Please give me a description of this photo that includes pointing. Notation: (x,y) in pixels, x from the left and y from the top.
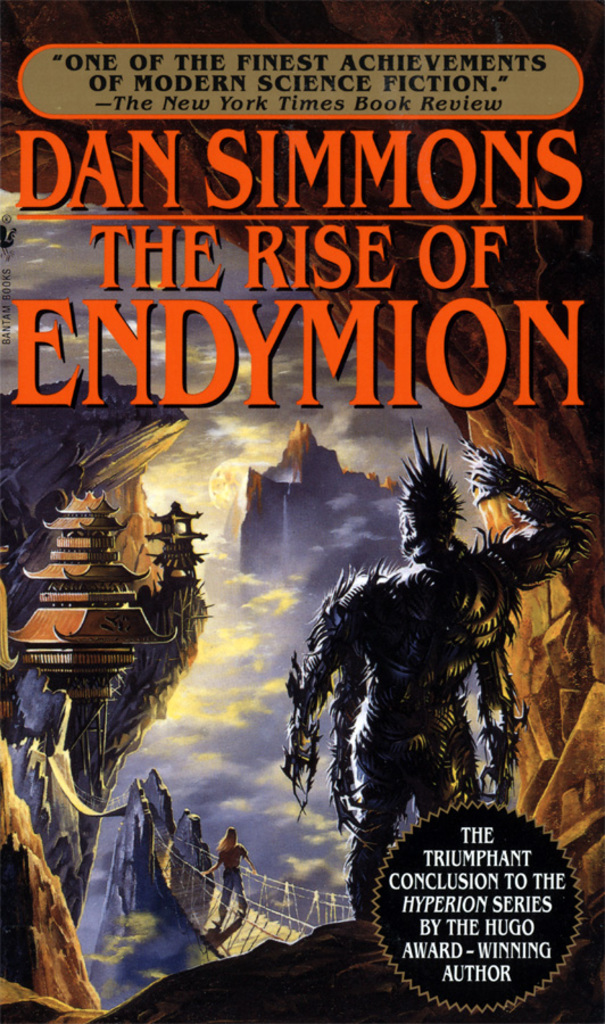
In this picture I can see this is a cover page (157,314) of the book (164,254) and here a person (557,535) is standing and there is another person (234,879) standing on the bridge (254,932) and there is something written on this.
